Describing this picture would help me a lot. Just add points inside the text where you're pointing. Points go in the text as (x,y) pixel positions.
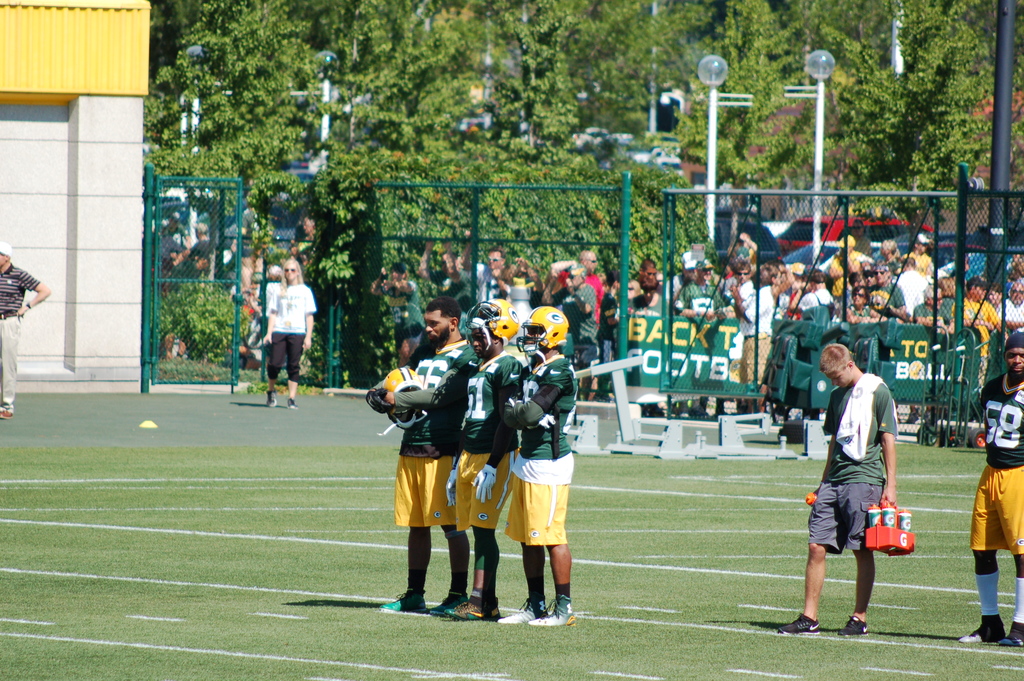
In this image I can see the group of people (854,471) standing on the ground (600,604). In the background (489,295) I can see the net fence (473,302), boards (677,383) and many people (784,302) with different color dresses (778,313). I can also see poles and many trees (504,112).
